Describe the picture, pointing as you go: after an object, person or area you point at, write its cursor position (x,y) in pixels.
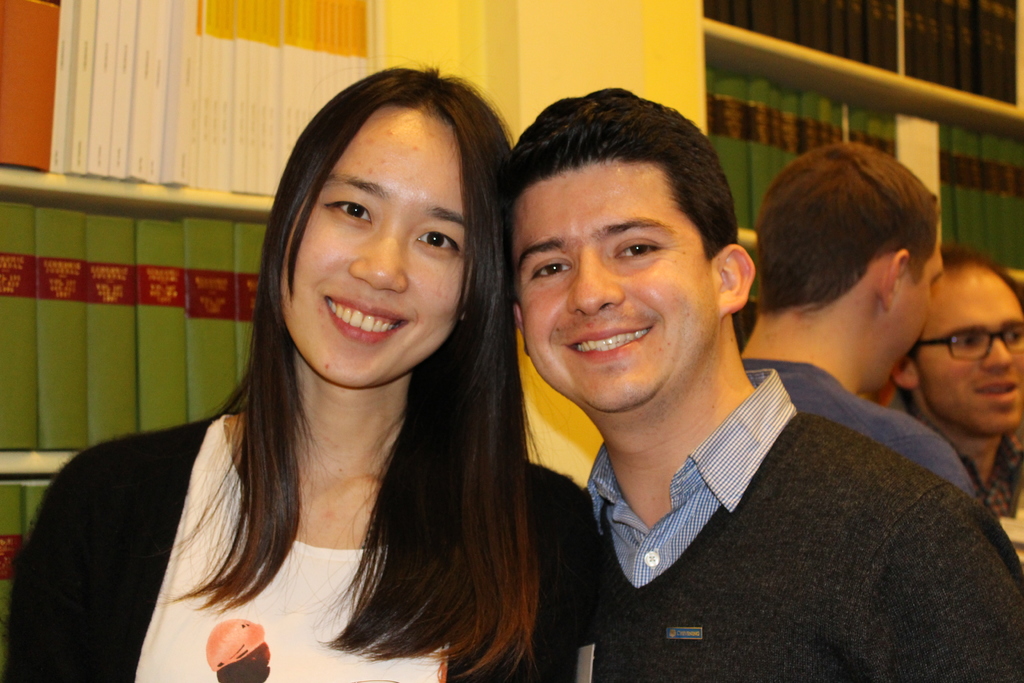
In the foreground of the picture (419,621) there is a woman (422,448) and a man (535,351). On the left (192,113) there are books (108,139) in bookshelves (6,470). On the right (937,338) there are two men (943,358) standing and talking. On the top (862,68) there are books (827,111) in bookshelves (812,72). In the center of the background (525,44) it is wall (572,35).
